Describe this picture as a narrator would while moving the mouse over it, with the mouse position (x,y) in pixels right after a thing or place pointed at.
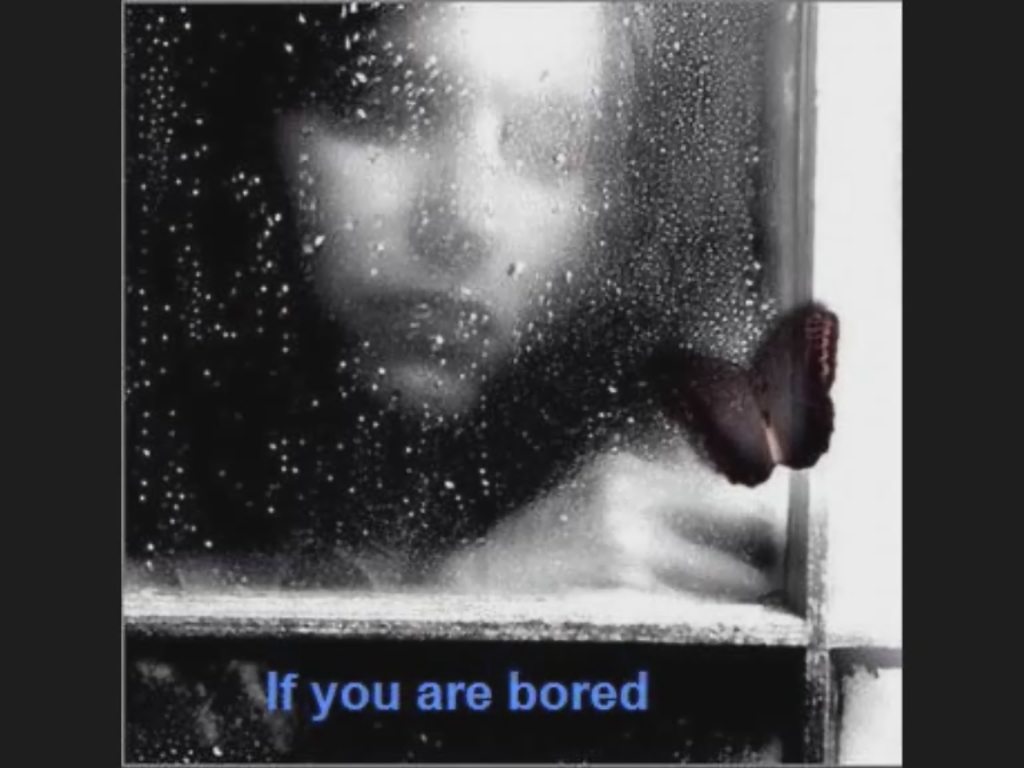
In this image we can see a person (480,131) through the glass frame (379,521) and there is a butterfly (747,460). At the bottom (428,682) there is text (271,693).
